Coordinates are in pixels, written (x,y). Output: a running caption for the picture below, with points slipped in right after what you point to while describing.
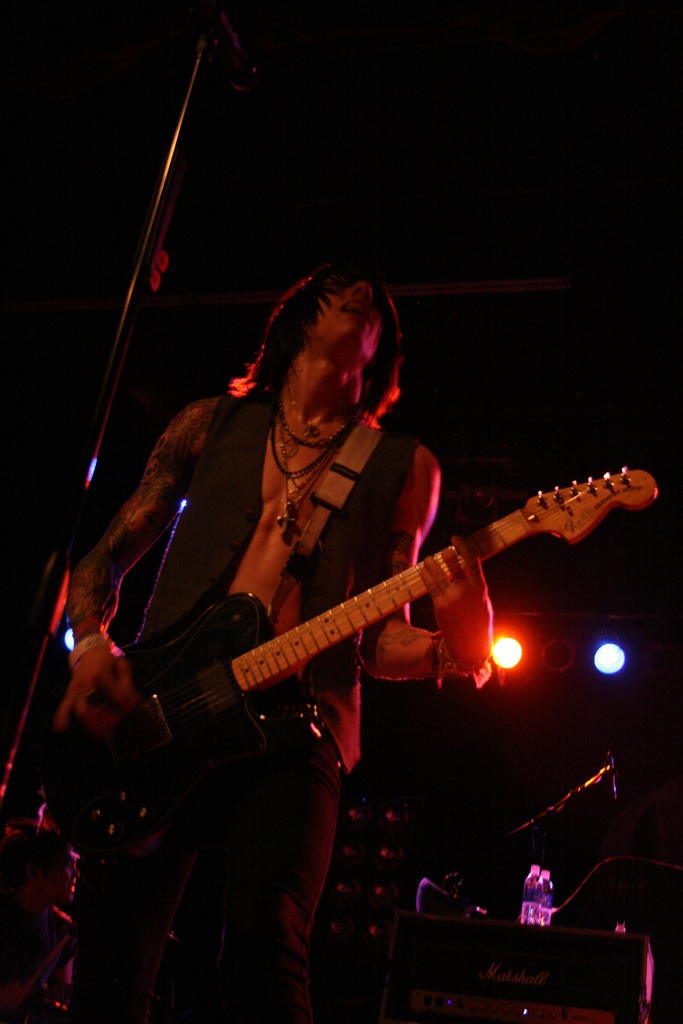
This is the picture of a person (247,372) with long hair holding the guitar (135,717) and standing in front of the mic (217,37) and behind him there are some speakers (543,956), bottles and some lights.
